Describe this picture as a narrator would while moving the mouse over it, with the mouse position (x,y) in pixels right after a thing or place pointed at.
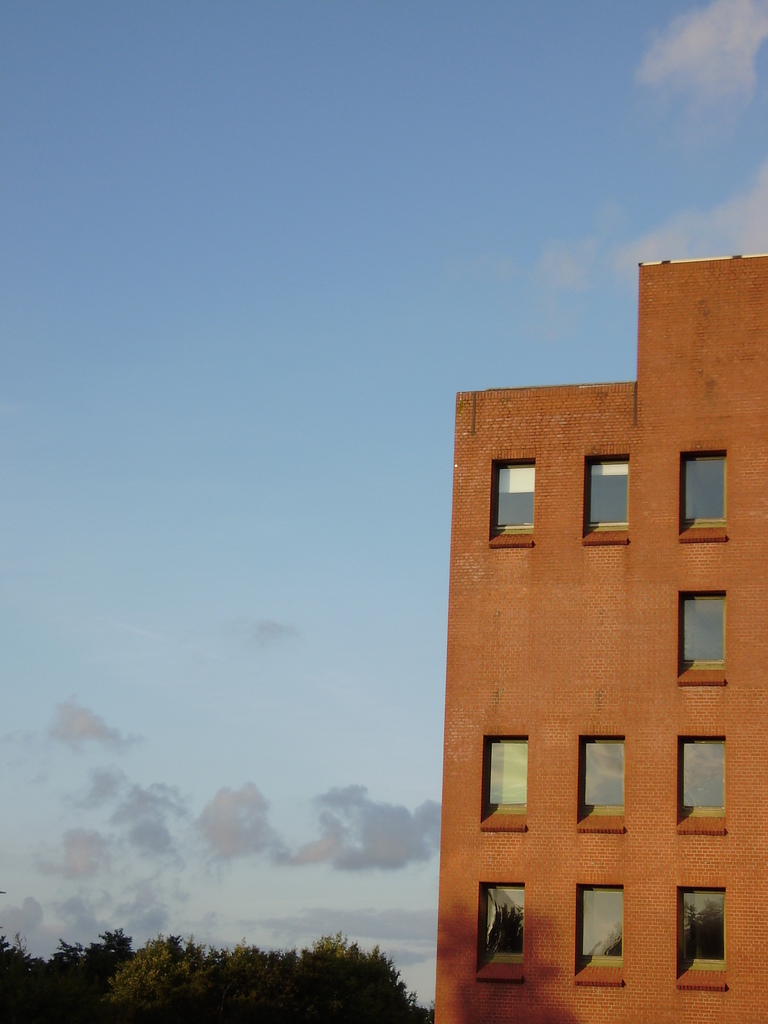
In this image there is the sky (287,218) truncated, there are clouds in the sky (329,454), there is a building (588,537) truncated towards the right of the image (516,494), there are windows (606,469), there are trees (134,979) truncated towards the bottom of the image (207,986).
